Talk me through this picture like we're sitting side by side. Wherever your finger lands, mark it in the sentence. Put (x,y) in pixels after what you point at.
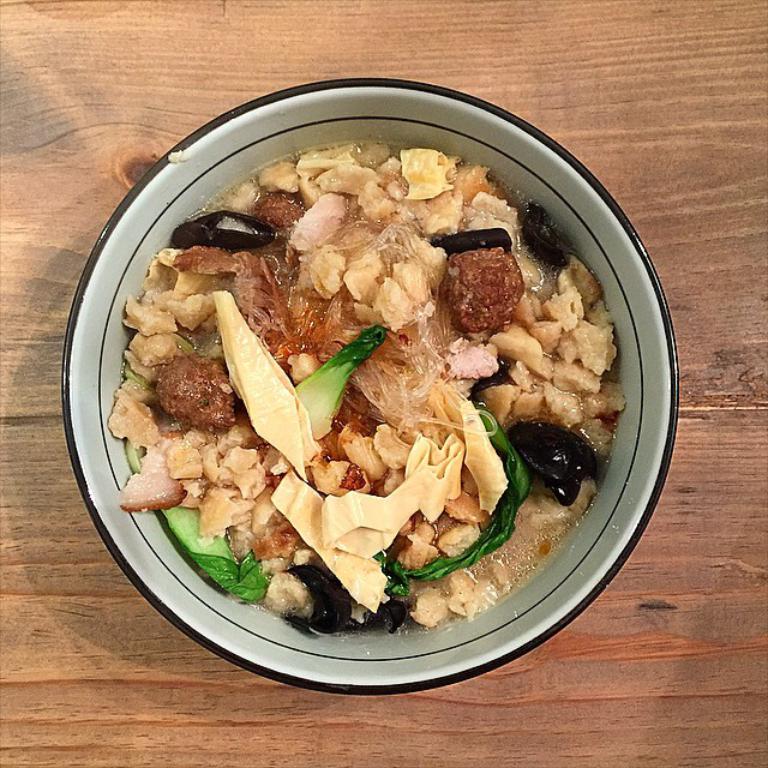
In this picture I can see food item (433,496) in the bowl (397,421) on the wooden floor (540,58).
